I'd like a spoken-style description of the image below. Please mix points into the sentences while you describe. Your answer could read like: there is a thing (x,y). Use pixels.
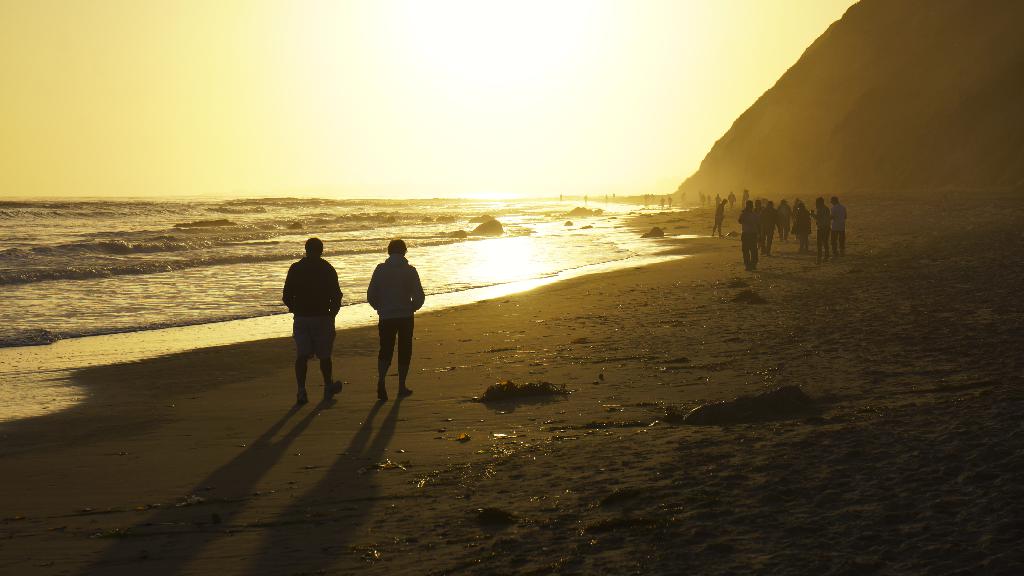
In this picture we can see the beach view (541,311). In the front (333,323) there are some people (826,224) walking on the sand (686,280). Behind there is a sea water (257,245). On the right corner (904,146) we can see the huge mountain (868,124).
